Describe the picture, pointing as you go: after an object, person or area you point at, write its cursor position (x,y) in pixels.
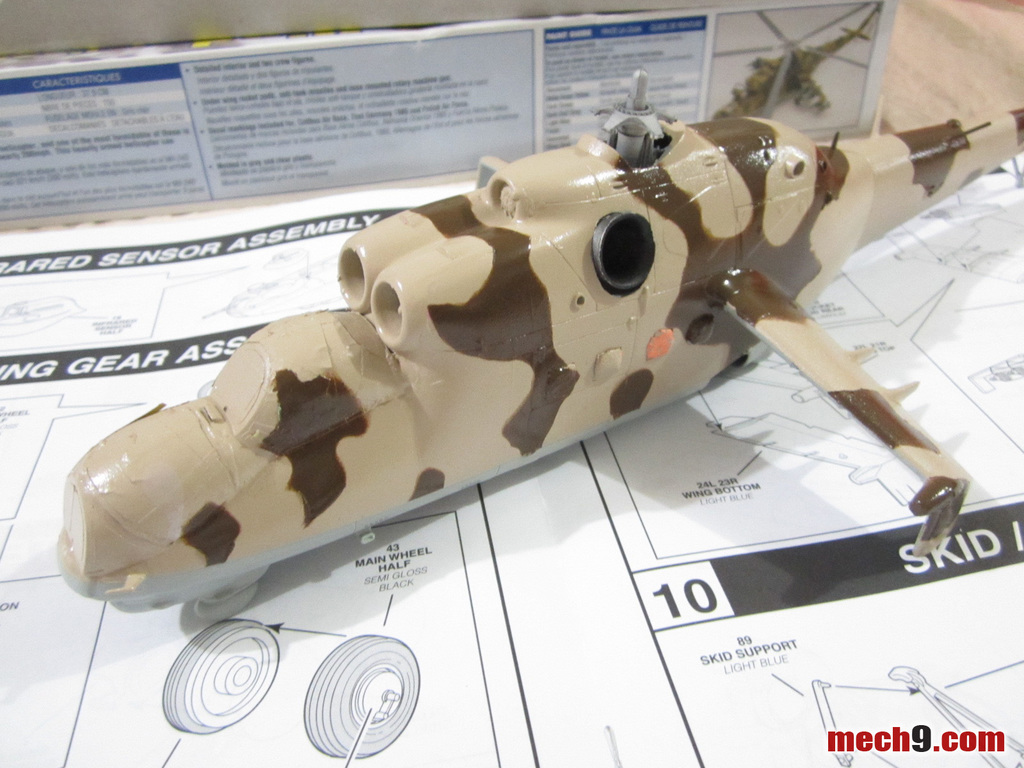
In this picture I can see the chopper toy (624,224) which is kept on the papers (545,628). This paper (542,586) is kept on the table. On the top (517,119) I can see the box (617,73). In the bottom right corner (870,734) there is a watermark (851,735).
